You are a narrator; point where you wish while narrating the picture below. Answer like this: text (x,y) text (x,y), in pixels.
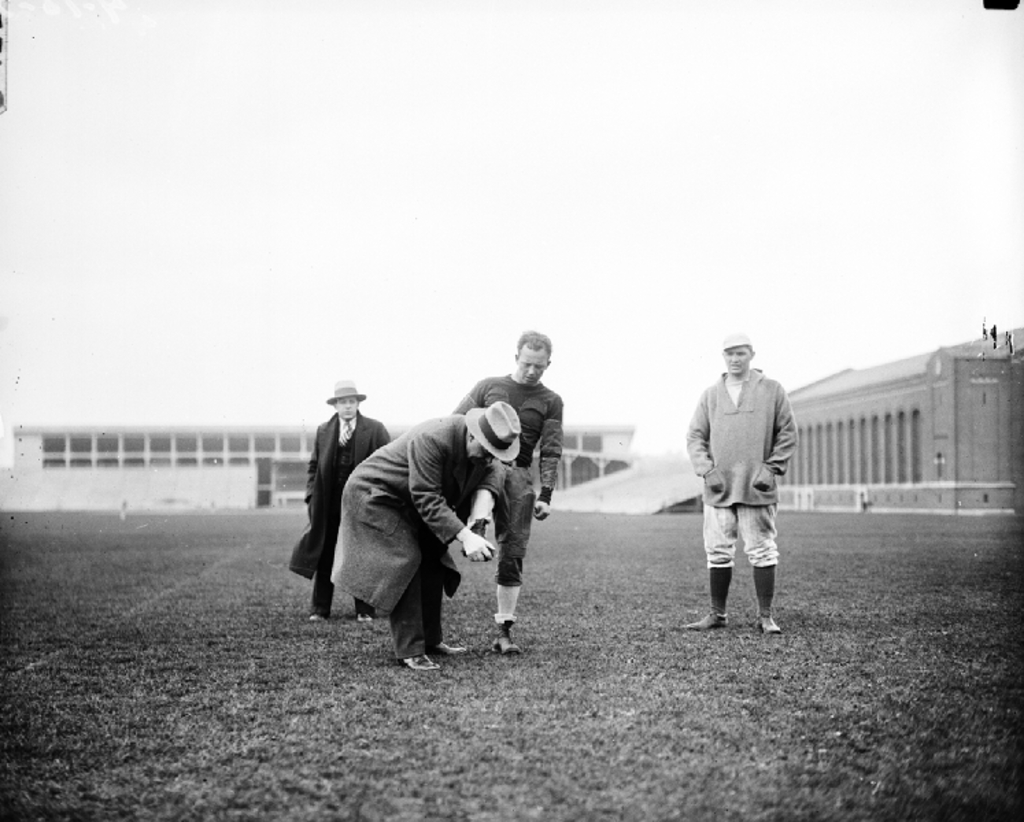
In this image I can see an open ground (681,719) and on it I can see four men (538,358) are standing. I can see three of them are wearing hats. In the background (92,459) I can see few buildings (78,451) and I can see this image is black and white in colour.
